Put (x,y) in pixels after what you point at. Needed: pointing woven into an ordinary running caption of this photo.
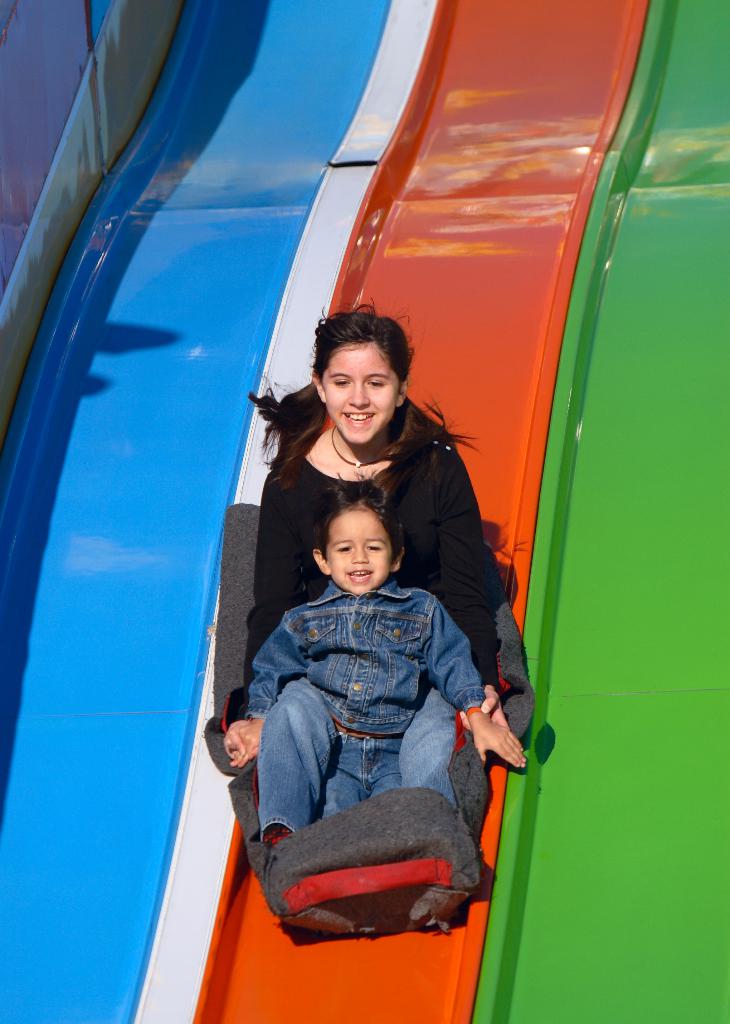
In this picture we can see a girl (469,509), boy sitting on a float chair (234,509) and in the background (558,490) we can see slides (178,208).
